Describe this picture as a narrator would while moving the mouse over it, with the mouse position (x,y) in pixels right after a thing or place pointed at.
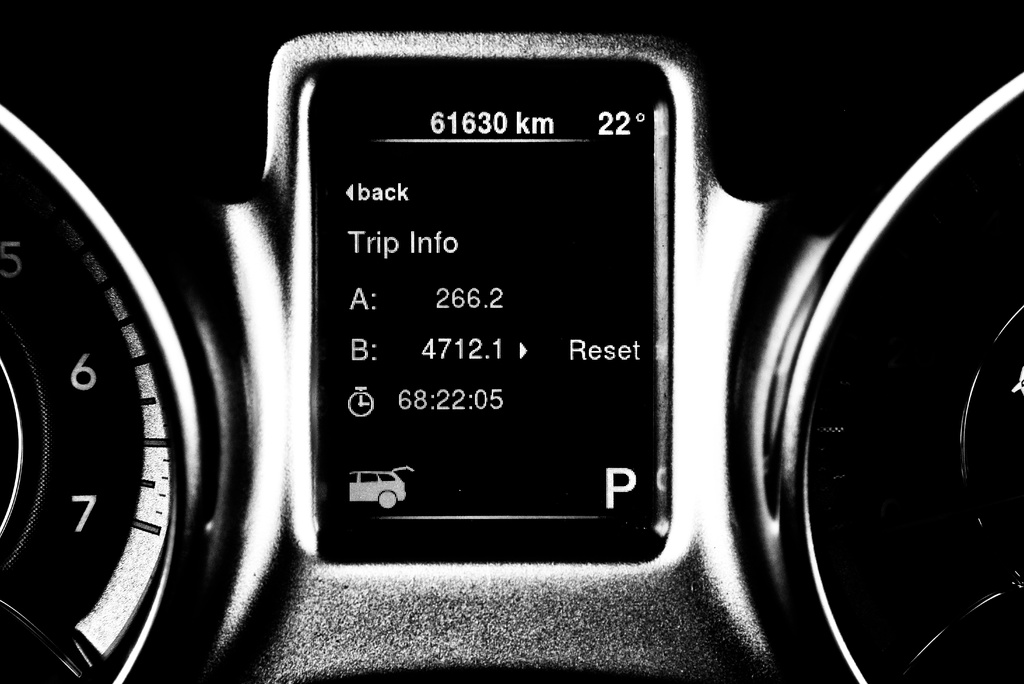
In this black and white image there are speedometers (880,459) of a vehicle (795,291). In the center (448,410) there is a screen (354,287). There are numbers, text (401,240), alphabets (353,344) and an image (376,494) of a car (383,481) on the screen (374,481).
